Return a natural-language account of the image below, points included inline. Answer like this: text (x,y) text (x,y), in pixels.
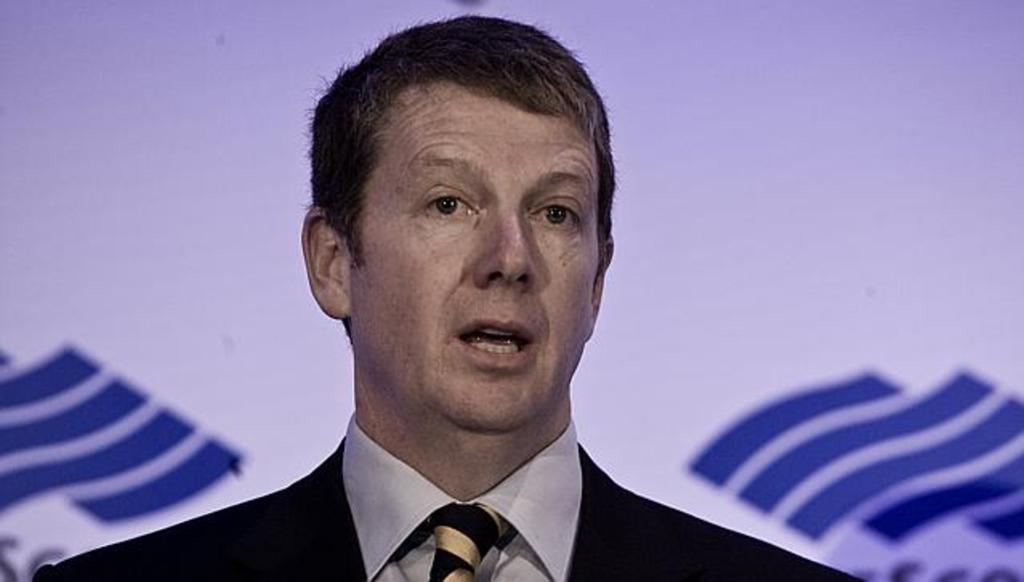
In this image we can see a man (389,306). In the background (166,116) we can see the banner (753,200).
